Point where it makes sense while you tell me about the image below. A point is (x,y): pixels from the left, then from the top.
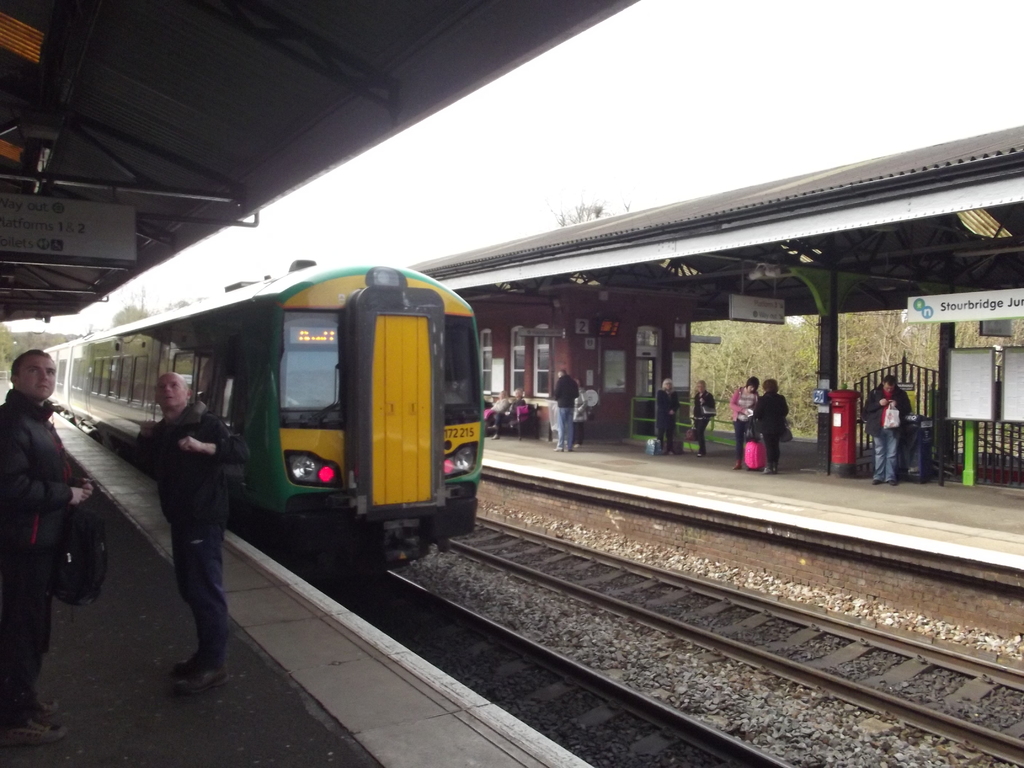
In this image we can see a train (319,352) on the track (523,650). Beside the train (458,490) we can see the platforms (638,470). On the right side (696,261), we can see the roof (629,234), room (646,296), persons (576,393) with objects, fencing (961,468) and a group of trees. On the left side (169,463), we can see two persons (37,354), a roof (43,293) with boards (40,231) and trees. At the top (566,46) we can see the sky (531,110).
